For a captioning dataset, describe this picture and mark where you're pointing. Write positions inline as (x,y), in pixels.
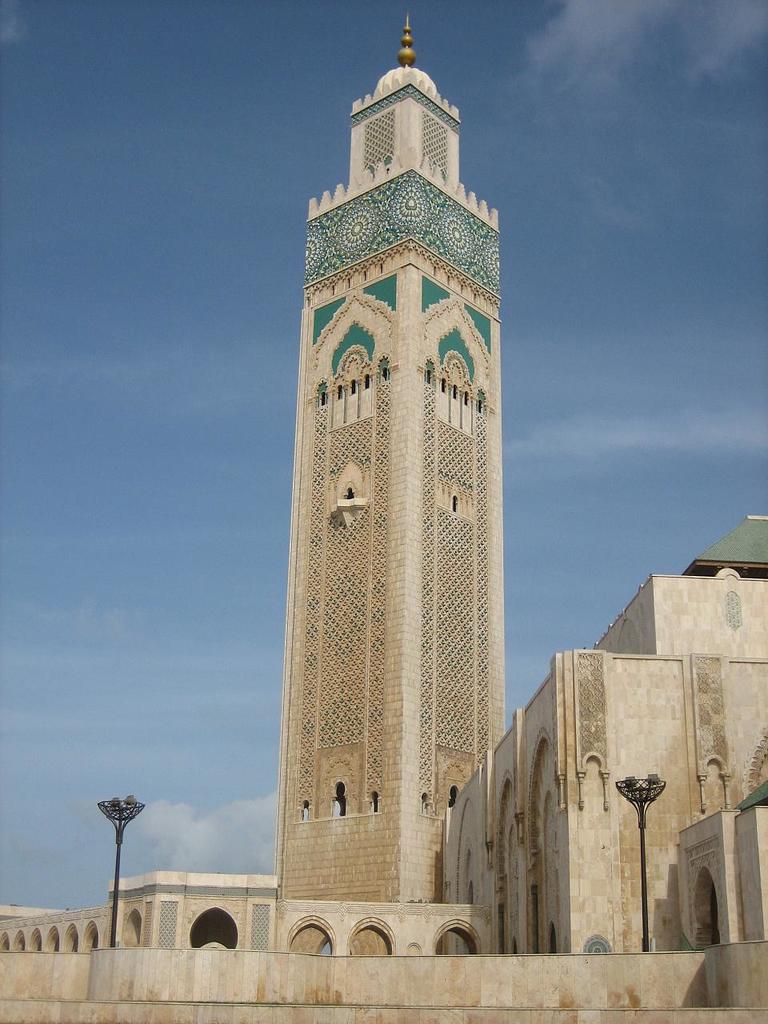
In this image, this looks like a mosque (449,858). These are the lights (133,798), which are attached to the poles (117,899). I can see an arch (239,940). Here is the sky (668,294).
